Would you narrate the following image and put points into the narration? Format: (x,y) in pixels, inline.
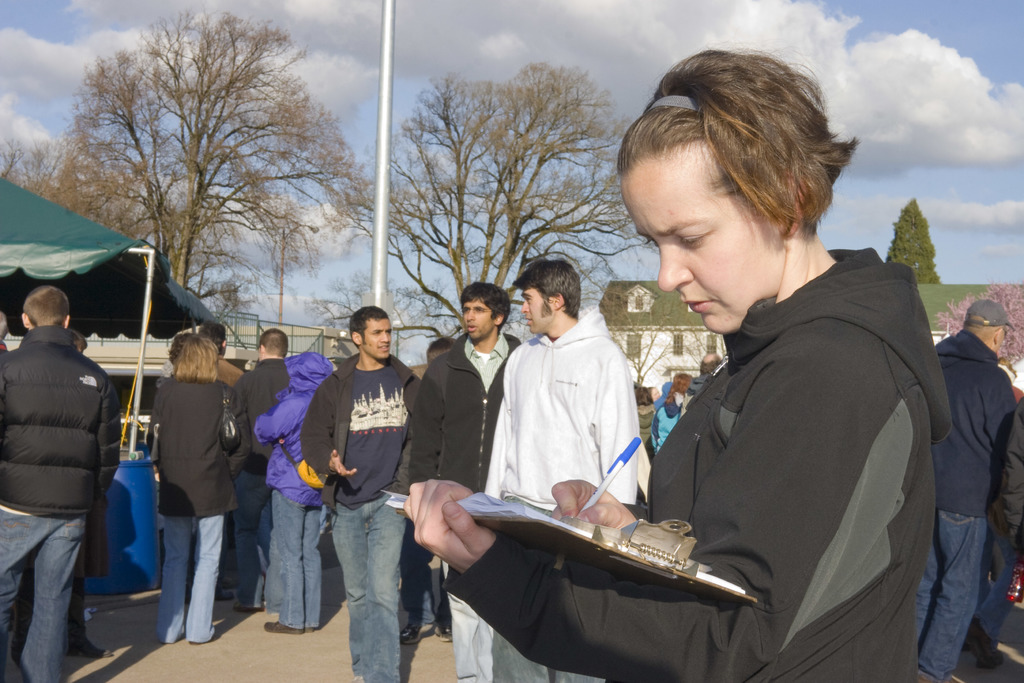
In this image we can see a few people (615,394), one of them is writing with a pen (616,461) on the paper (477,511), there is a tent (151,310), a barrel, there is a pole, houses (665,314), trees (408,231), also we can see the sky (370,72).
